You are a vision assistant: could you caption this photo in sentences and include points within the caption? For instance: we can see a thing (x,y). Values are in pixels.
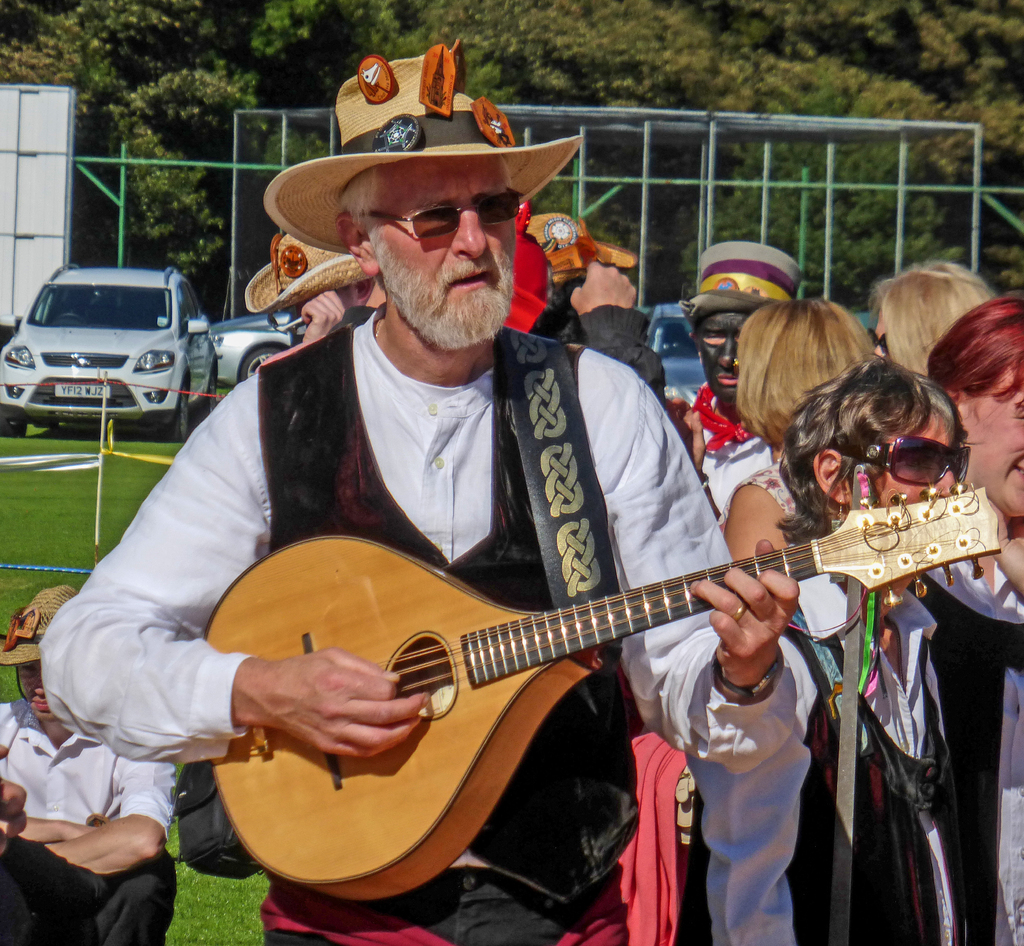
In the front (322,441) there is a man (416,440) with black jacket (296,457) and white shirt (204,562) is standing and playing guitar (547,639). He having beard (469,301), spectacles (439,211) and hat (420,116) on his head (454,203). And to the right side (853,379) there are some people (853,338) standing. And to the left bottom (81,832) there is a person (43,778) with white shirt (58,788) sitting and there is a hat (11,637) on their head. To the left side (115,317) there is a car (118,346). In the background (538,61) there trees (334,62).
